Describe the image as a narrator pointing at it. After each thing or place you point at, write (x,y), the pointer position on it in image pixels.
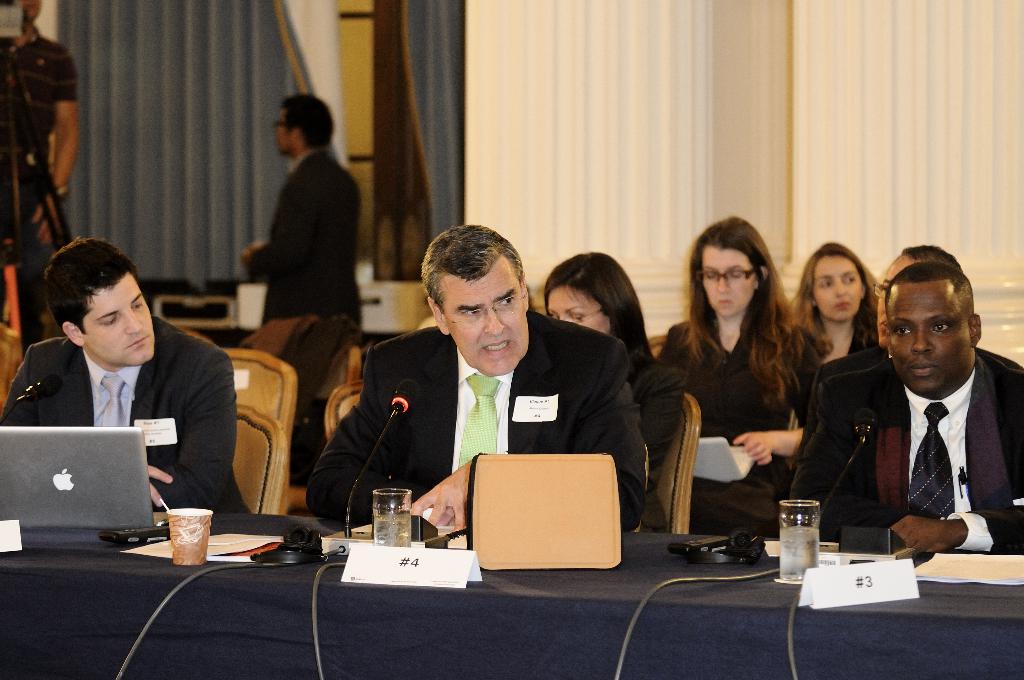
In this picture we can see some people (559,364) are sitting on chairs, we can see a table (540,645) in the front (542,648), there is a laptop (102,489), a cup (202,523), glasses (393,519), microphones (417,541), boards (823,578) and wires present on the table (528,649), in the background (301,279) we can see two persons (311,238) are standing, it looks like a curtain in the background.
